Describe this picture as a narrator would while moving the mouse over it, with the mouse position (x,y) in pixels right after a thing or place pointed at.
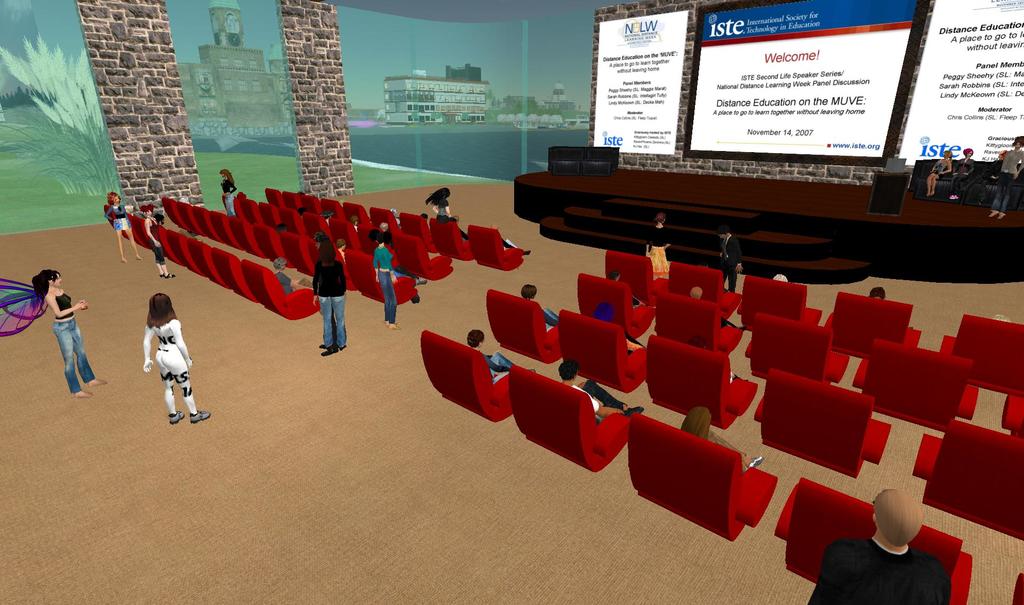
In this image I can see this is an animated picture. And there are few persons (161,331) standing and few persons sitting on the chair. And there is a couch (961,193) on the stage (942,219). And there is a podium (893,174). And at the side there are trees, ship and building (399,117). And there is a wall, to that wall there are screens (771,83) with text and logo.
